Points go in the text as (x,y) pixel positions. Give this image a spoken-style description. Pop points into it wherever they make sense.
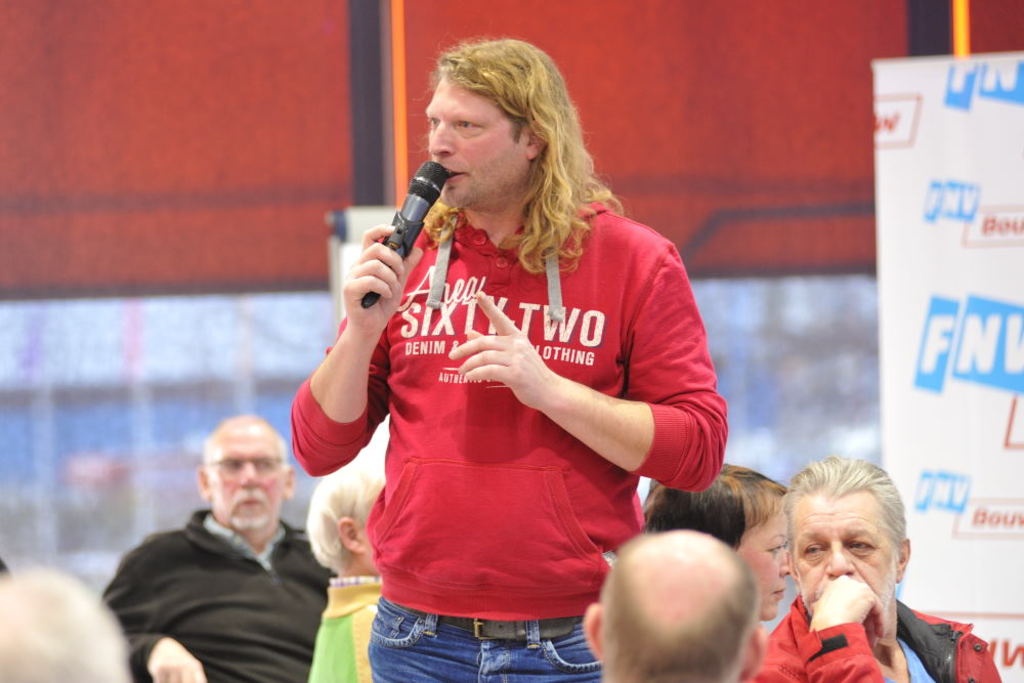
In the foreground of this image (465,400), there is a man (487,279) standing and holding a mic (421,209). Around him, there are people (235,561) sitting. On the right (957,330), there is a banner (965,333) and remaining objects (381,69) are not clear.
